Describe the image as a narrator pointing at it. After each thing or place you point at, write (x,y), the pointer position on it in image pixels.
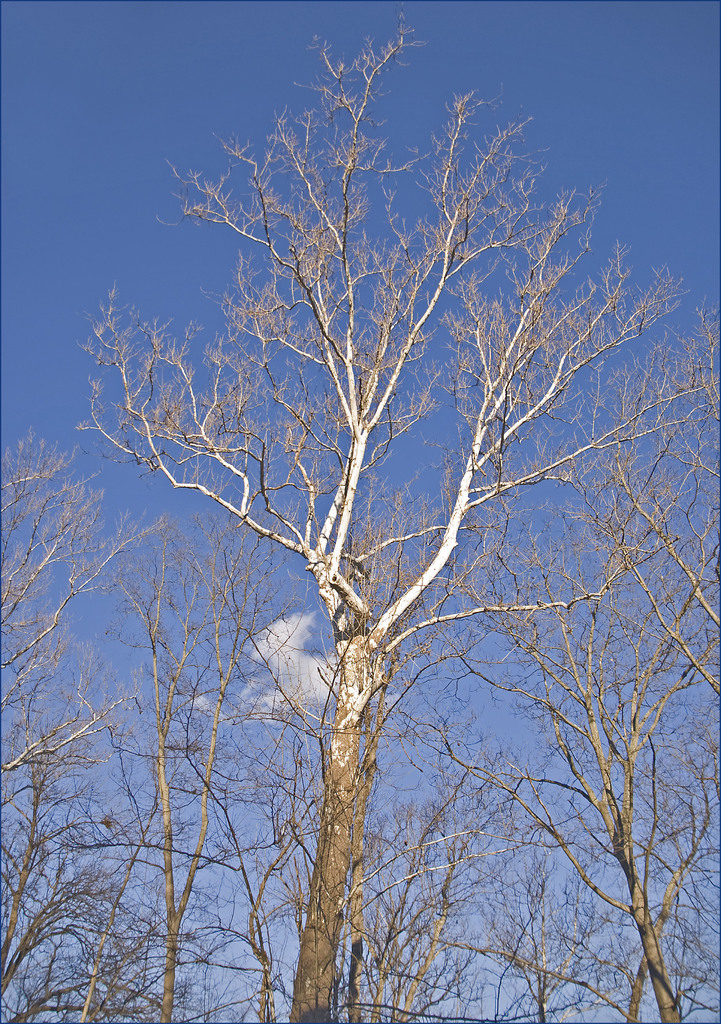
In this picture we can see few trees (356,610) and clouds (284,635).
